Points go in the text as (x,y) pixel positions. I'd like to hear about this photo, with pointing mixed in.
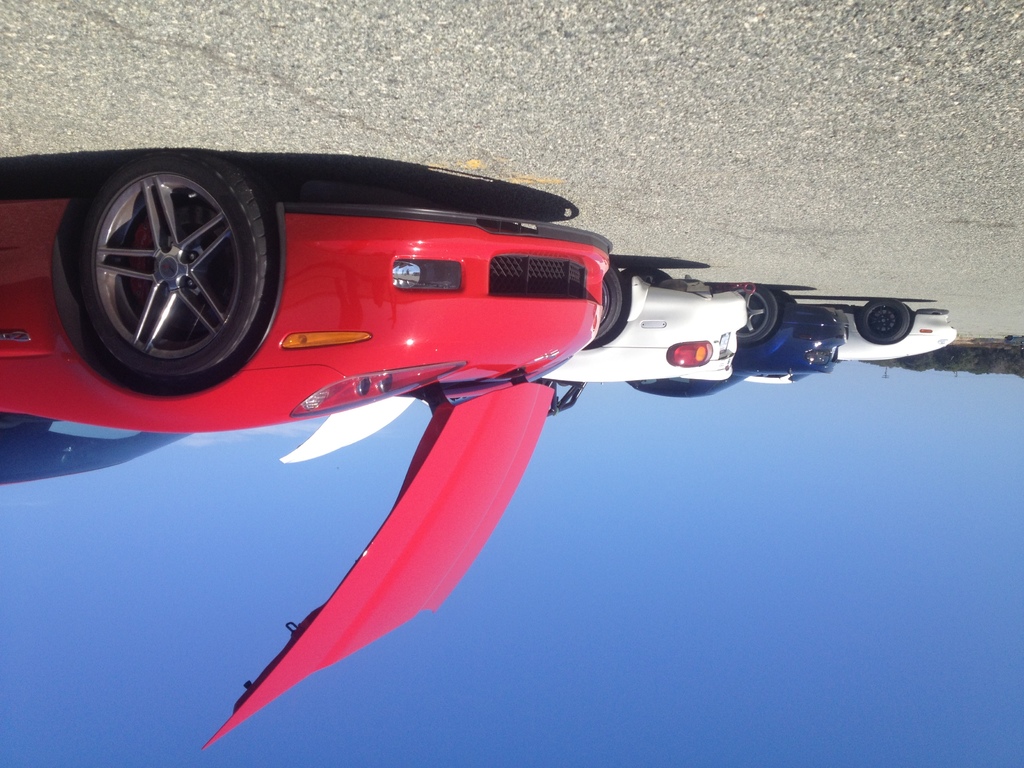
This is the picture of a road (1000,214). In this image there are different cars (473,348) on the road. At the back (931,355) there are trees (946,369). At the top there is sky (693,619).
